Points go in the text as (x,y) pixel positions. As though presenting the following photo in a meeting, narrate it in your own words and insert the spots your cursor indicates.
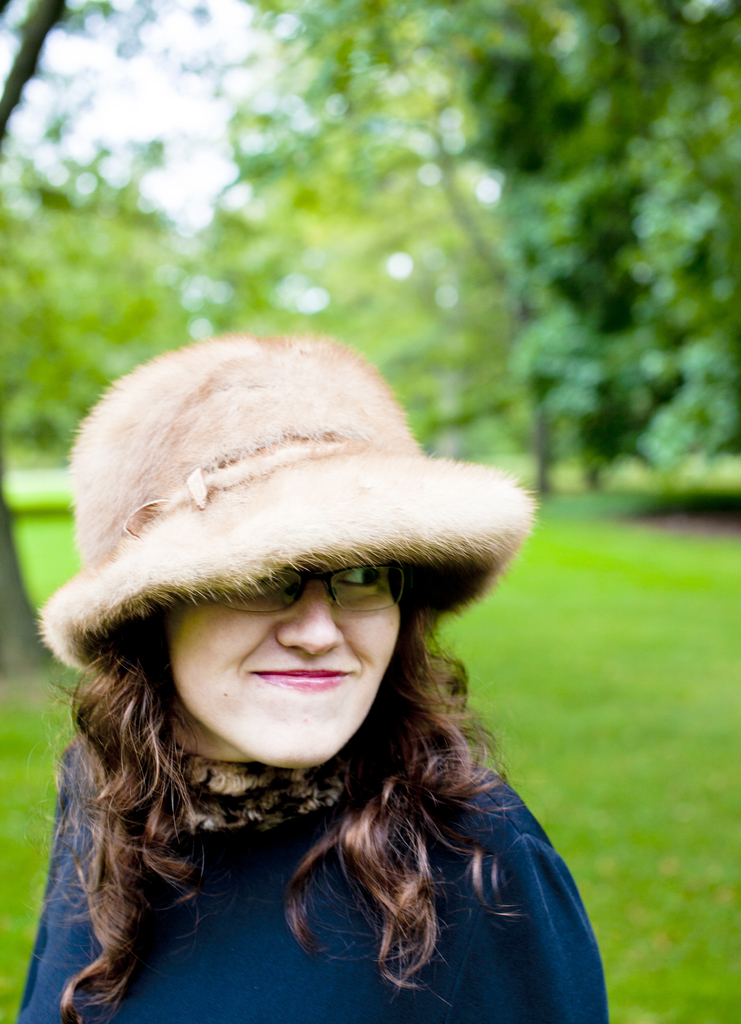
In this picture, we see the woman (224,868) in a blue dress (338,964) who is wearing a hat (261,575) is smiling. She's even wearing spectacles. At the bottom of the picture (637,867), we see grass (629,694). There are many trees (393,249) in the background (328,218) and it is blurred in the background (64,94).
